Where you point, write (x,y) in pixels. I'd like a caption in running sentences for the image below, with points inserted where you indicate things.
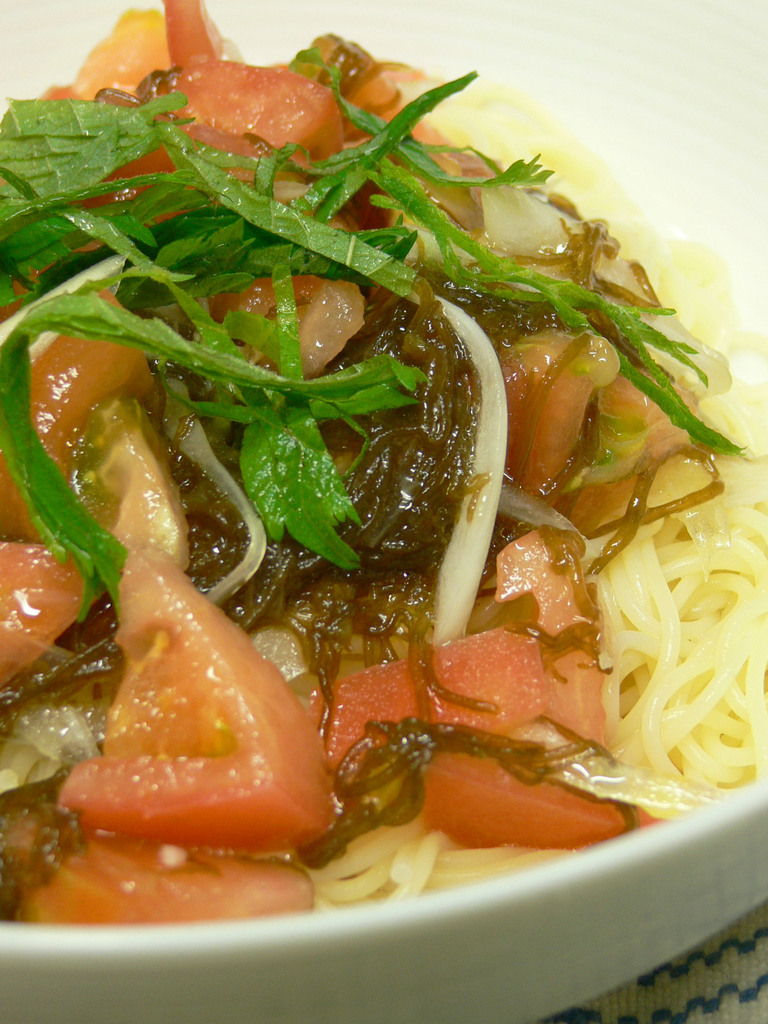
In this image we can see a food (421,542) in a bowl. The food (392,709) is garnished with the green leaves (272,330).
